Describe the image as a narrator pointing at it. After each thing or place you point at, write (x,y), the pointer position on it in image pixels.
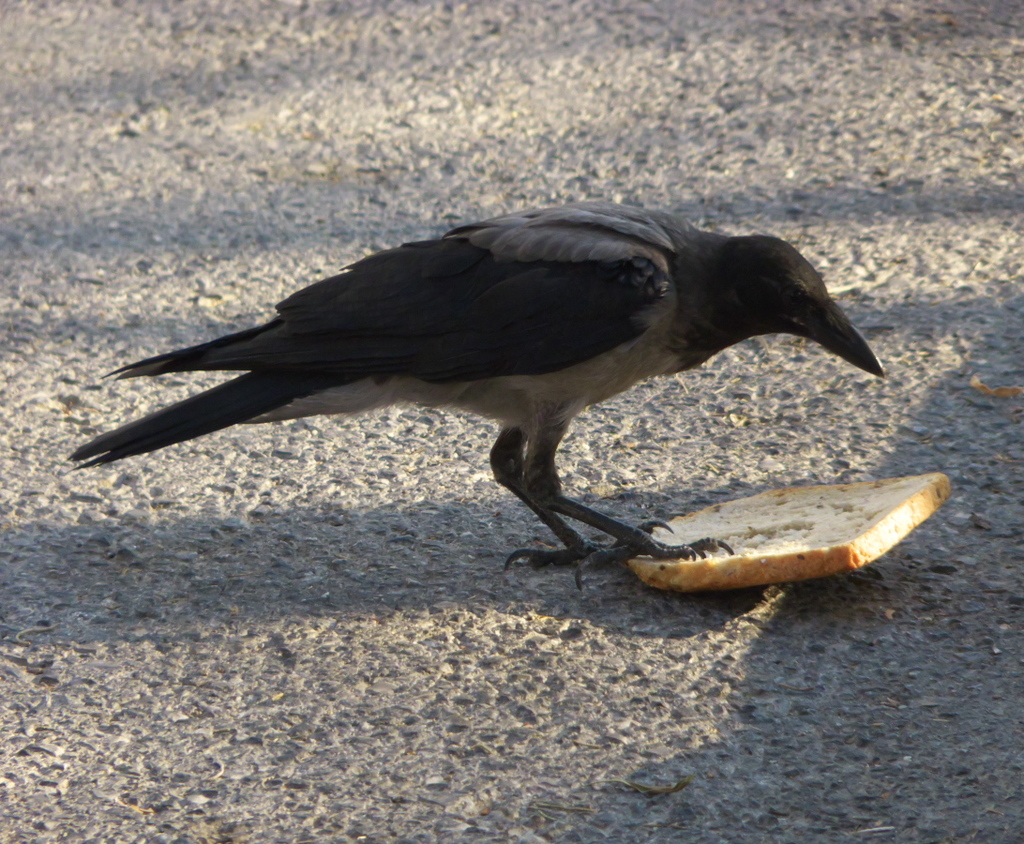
In the image we can see a bird (696,543) and bread (714,565) on the road (294,548).
